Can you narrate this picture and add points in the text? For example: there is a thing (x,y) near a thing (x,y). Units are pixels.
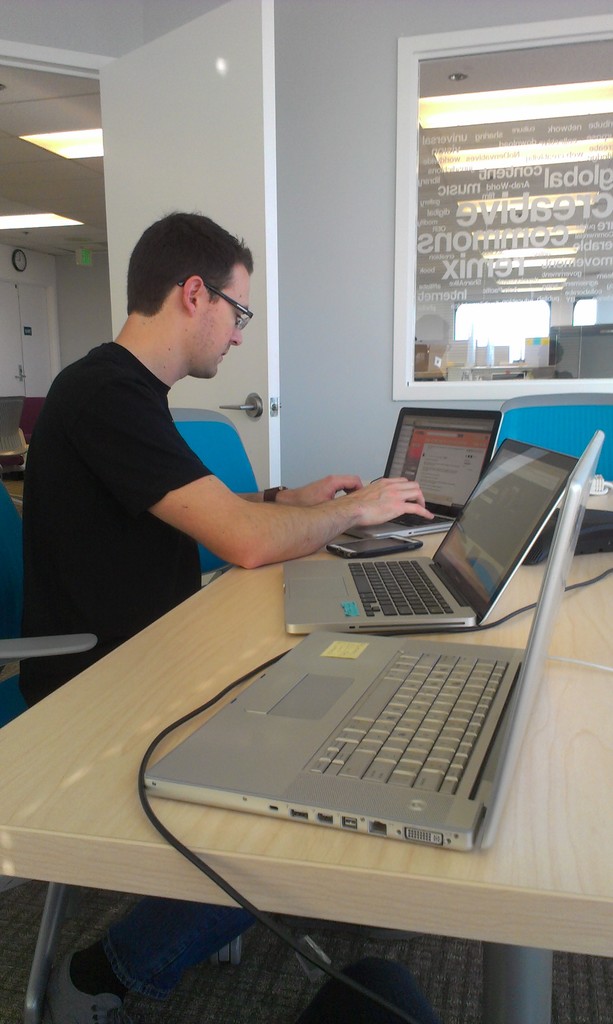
Here we can see a man (155,507) sitting on a chair (10,552) with laptops (508,539) present in front of him on the table (467,919) and beside him we can see a door (184,118) and a window (526,138).
